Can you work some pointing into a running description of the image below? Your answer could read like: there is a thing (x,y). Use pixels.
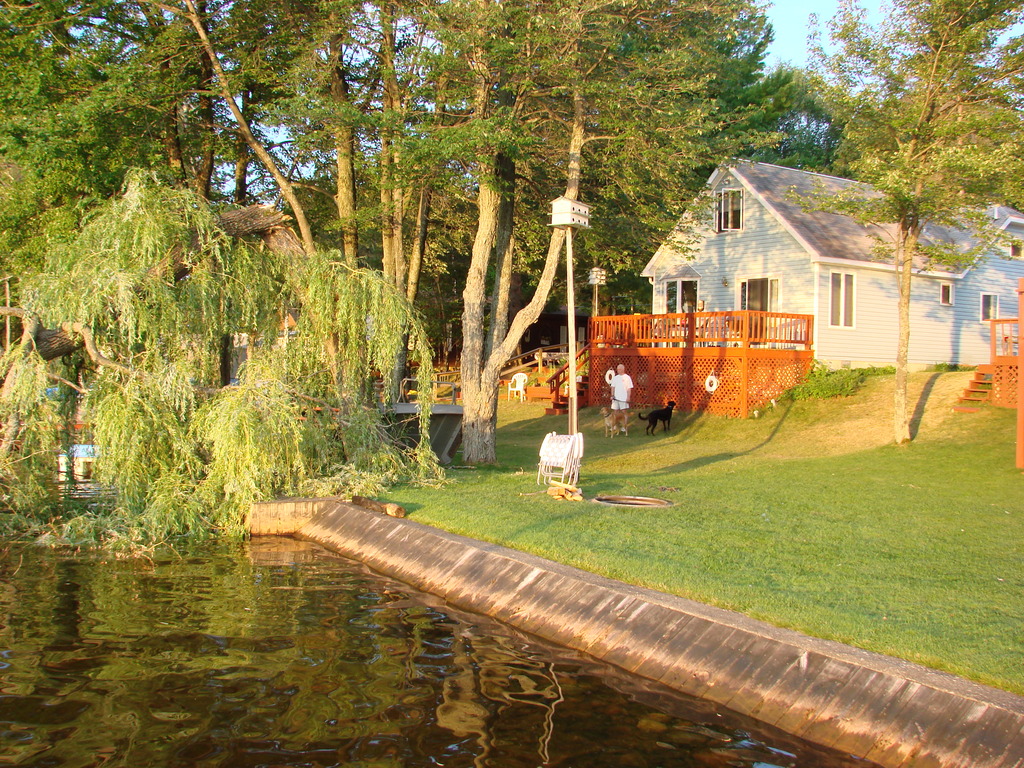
In this image, we can see a house (706,265) in between trees (890,102). There is canal (508,626) at the bottom of the image (463,736). There is a person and dogs (655,418) in the middle of the image (609,427).
